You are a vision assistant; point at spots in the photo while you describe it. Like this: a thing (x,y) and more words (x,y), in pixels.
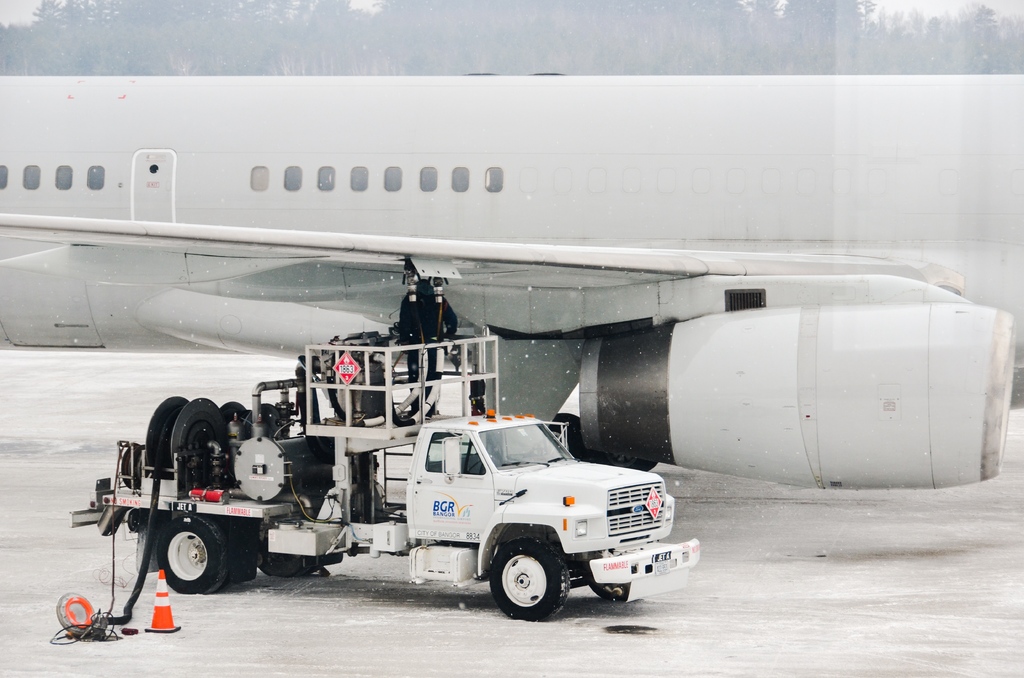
In this picture when there is a white van (442,527), beside that I can see the traffic cone (170,615) and cables (84,634). In the back (677,369) there is a plane (623,372). At the bottom (614,645) I can see the snow (620,624). In the background (588,51) I can see many trees (877,24). In the top right corner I can see the sky (862,6).
